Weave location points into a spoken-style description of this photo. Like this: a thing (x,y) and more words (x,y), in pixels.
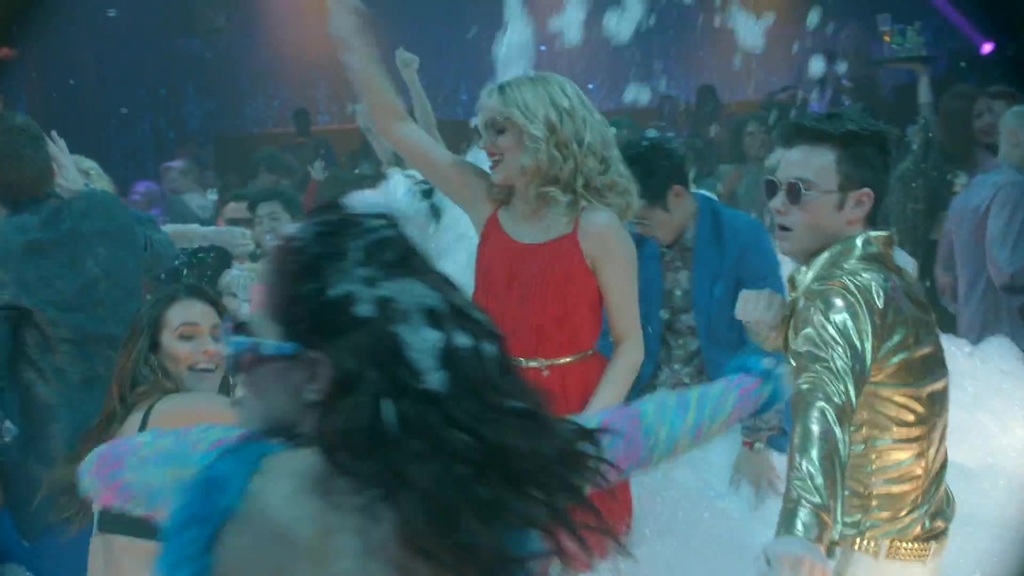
In this image there are group of people (432,364) dancing, and in the background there are some objects (664,111).
